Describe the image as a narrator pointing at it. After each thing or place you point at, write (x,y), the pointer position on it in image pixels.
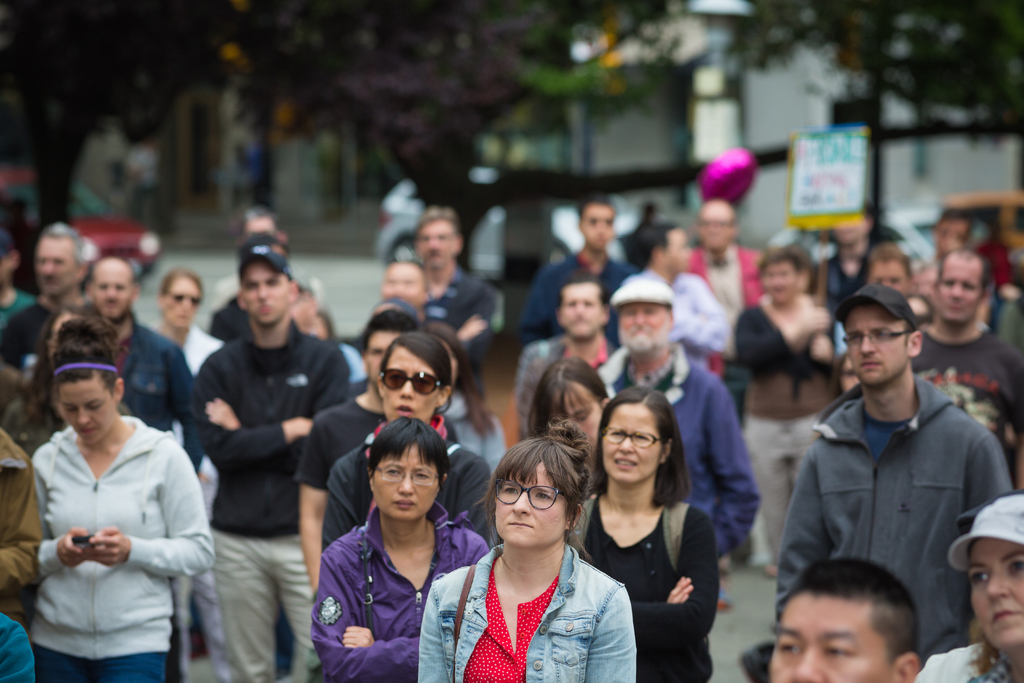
In this image I can see group of people (685,558) standing on the road (315,269), they are wearing multi color dresses (765,463). Background (960,94) I can see few vehicles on the road (348,262) and trees (380,102) and I can also see few buildings (681,125).
